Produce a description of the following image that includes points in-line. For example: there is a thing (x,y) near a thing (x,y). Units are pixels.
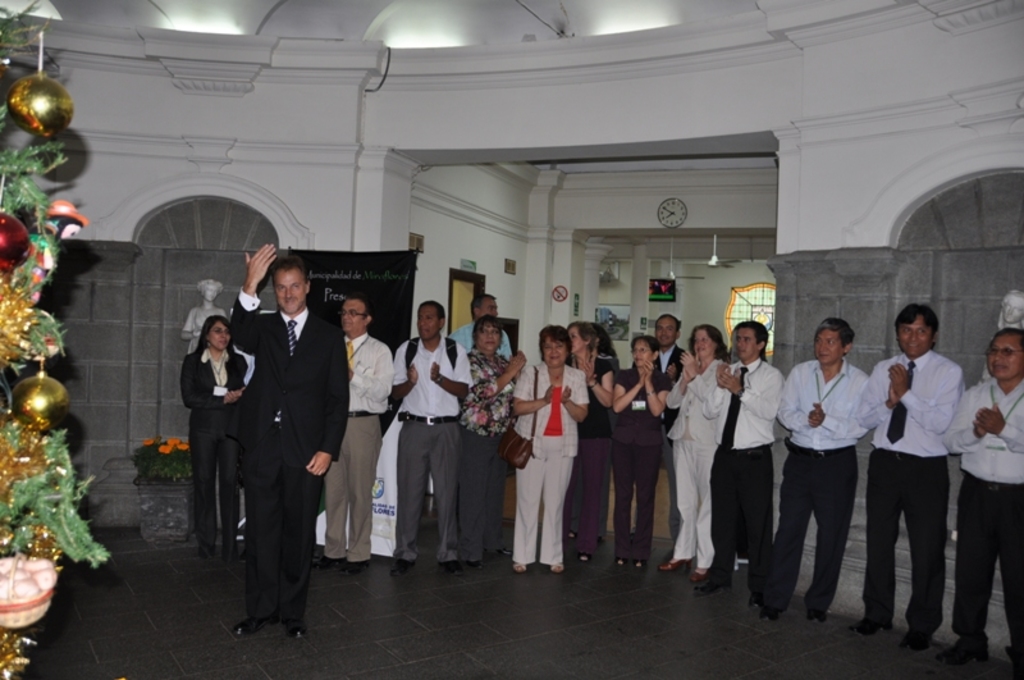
This image consists of many people (770,459) standing. At the bottom (435,633), there is a floor (171,612). On the left (58,434), there is a Xmas tree (67,551). At the top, there is a roof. In the background (391,200), there is a wall (811,227) in white color. And there is a clock (681,221) on the wall (722,219). On the left (190,507), there is a potted plant (189,525).
